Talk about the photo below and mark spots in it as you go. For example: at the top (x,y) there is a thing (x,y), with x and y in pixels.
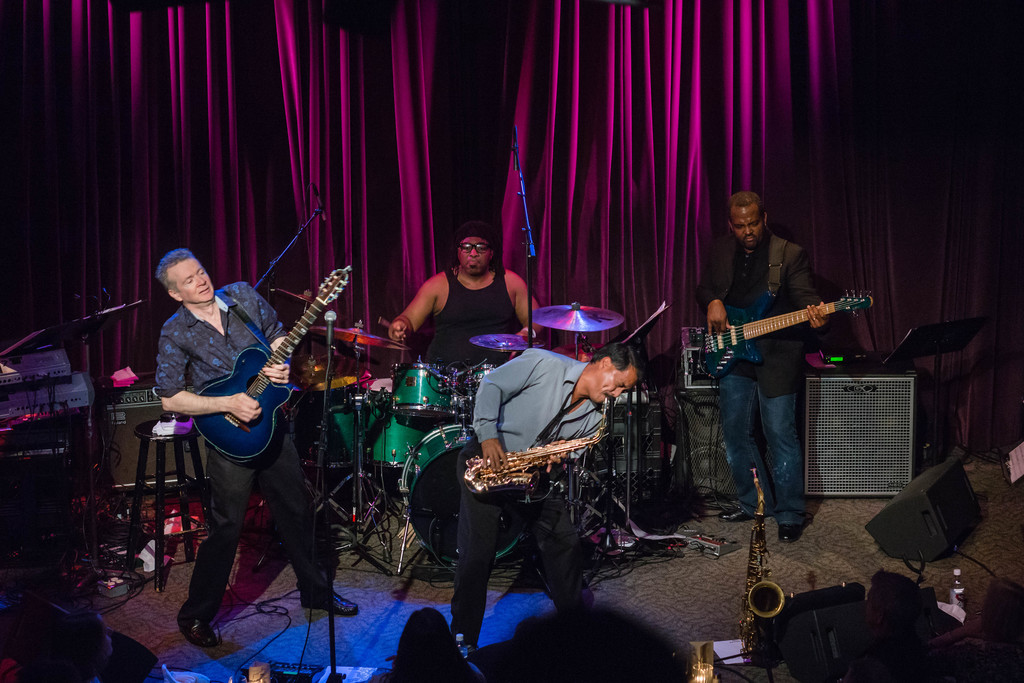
Here we can see a group of people (535,440) standing, and here a person (230,480) is playing the guitar (254,445), and here is the microphone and stand (327,368), and here a person (488,446) is playing the saxophone (506,454), and at back (512,295) a person (503,305) is sitting and playing the drums (443,367), and here is the curtain (358,195).
